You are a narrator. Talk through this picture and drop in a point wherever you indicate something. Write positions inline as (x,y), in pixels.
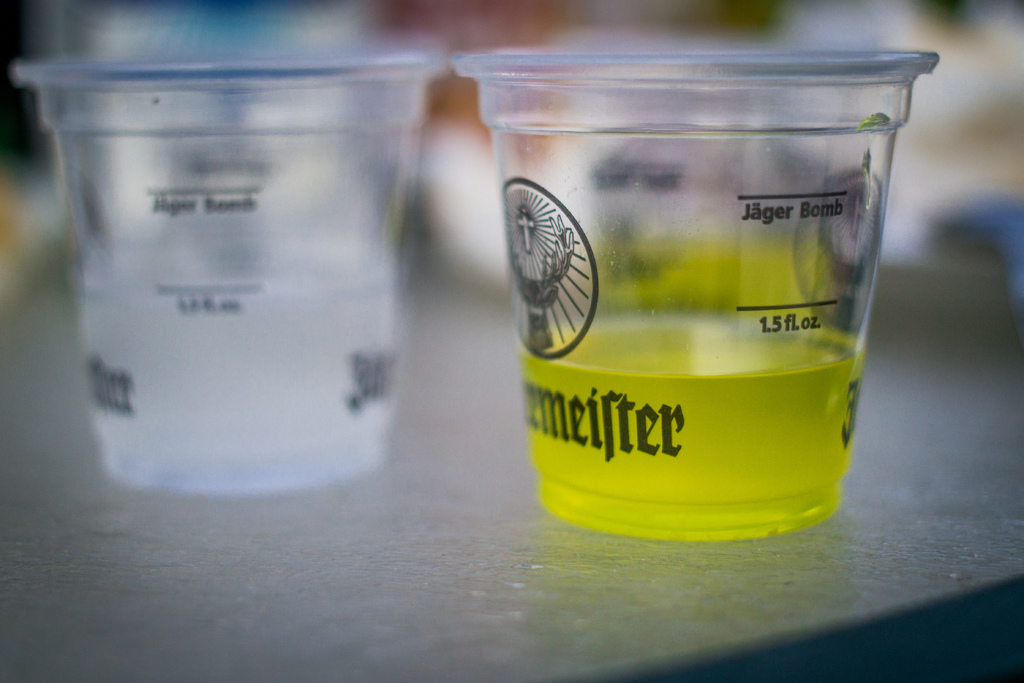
In the image we can see two glasses (522,328) and there is a liquid (654,393) in the glass (796,405), this is a surface (597,568) and the background (654,19) is blurred.
